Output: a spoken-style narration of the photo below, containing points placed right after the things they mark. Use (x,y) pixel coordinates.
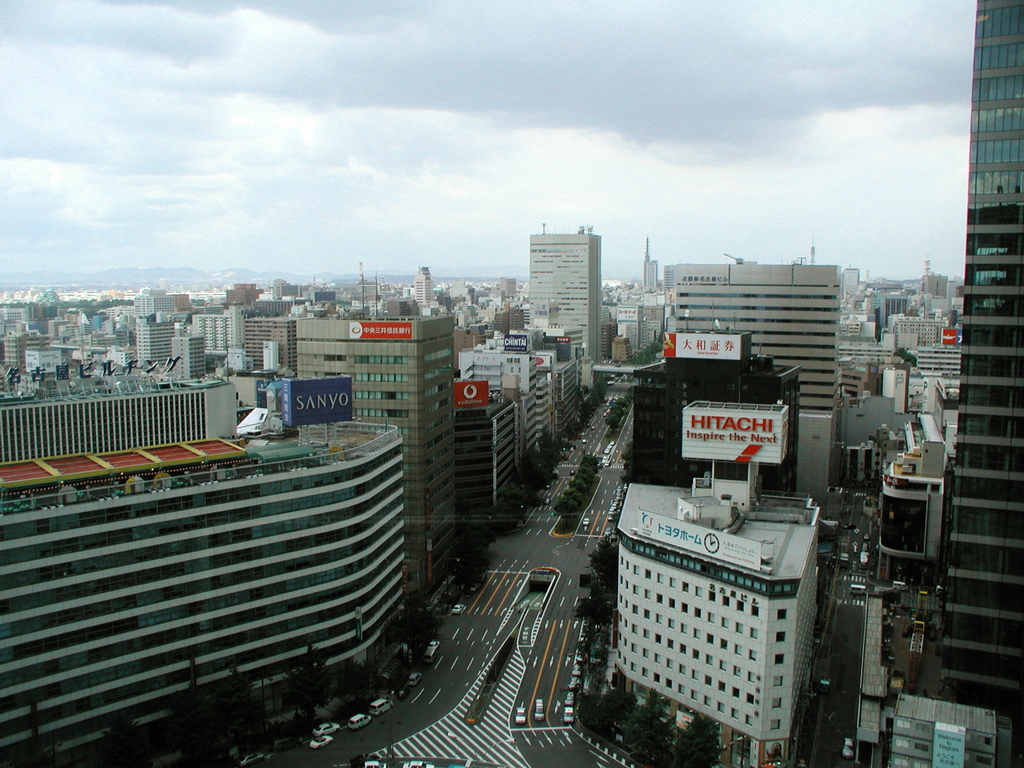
In the center of the image (468,301) there are buildings (476,415). There is a road (372,752) on which there are cars (318,726). At the top of the image (454,65) there is sky (384,165).
